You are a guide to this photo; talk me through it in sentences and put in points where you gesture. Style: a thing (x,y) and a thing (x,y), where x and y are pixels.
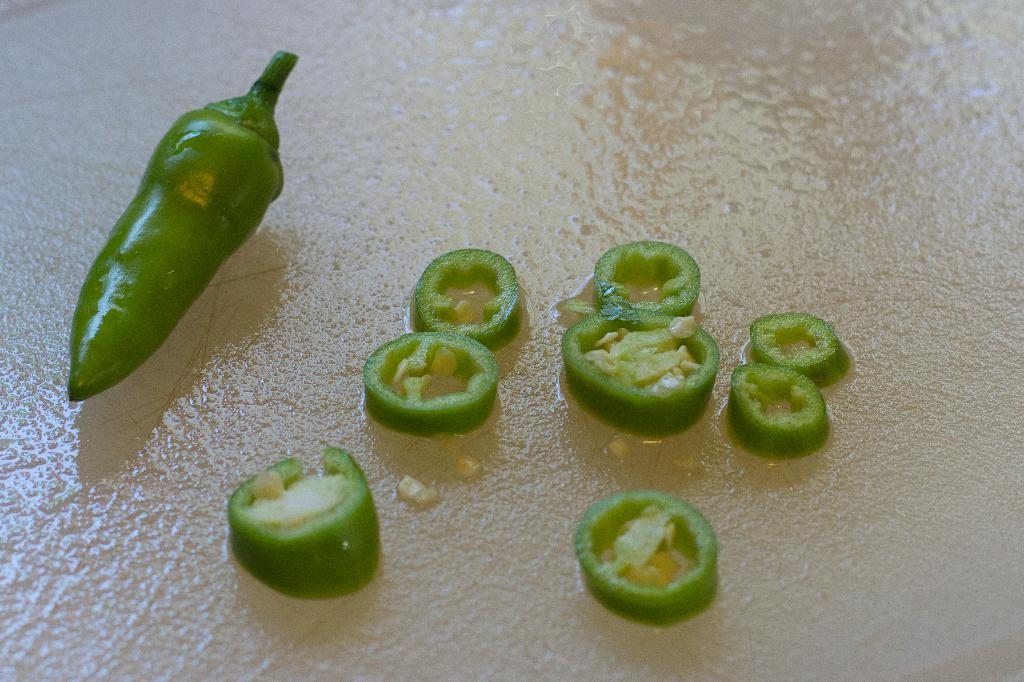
In the center of the image (427,287) there is a chilli (203,229) and chilli pieces (483,282) placed on the table (860,258).
